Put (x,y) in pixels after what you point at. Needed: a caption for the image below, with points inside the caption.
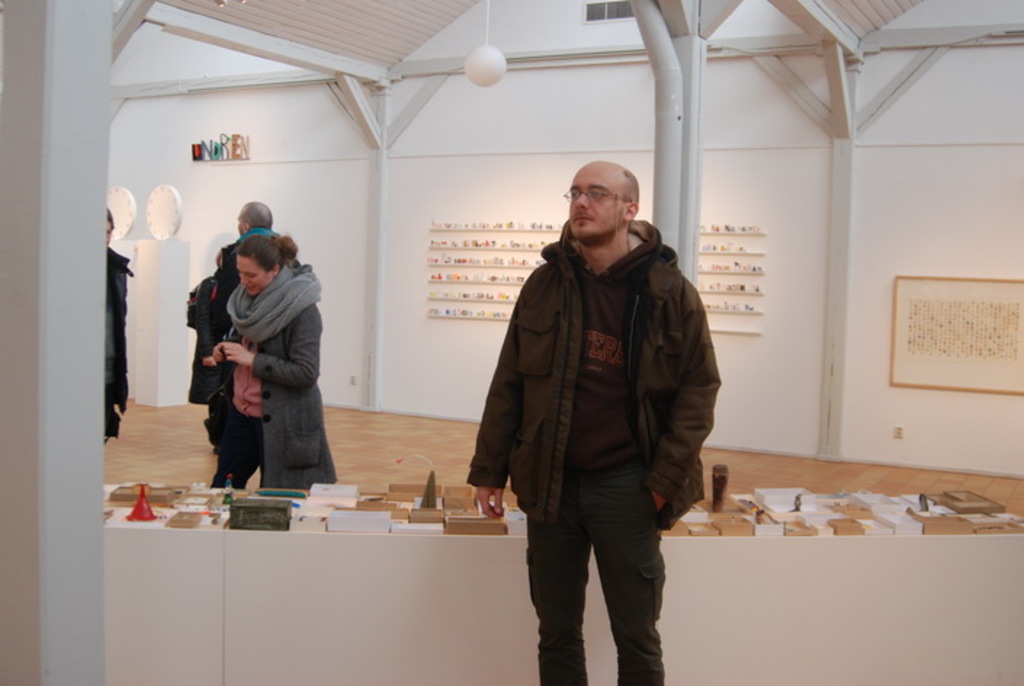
In this image, there are a few people (503,464). We can see the ground (371,450). We can also see some objects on the table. We can see the wall (814,214) with a poster (999,361) and some objects (463,229). We can also see some text (213,154) written. We can see some white colored objects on the pillars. We can also see the roof (360,19) and an object (476,57).
